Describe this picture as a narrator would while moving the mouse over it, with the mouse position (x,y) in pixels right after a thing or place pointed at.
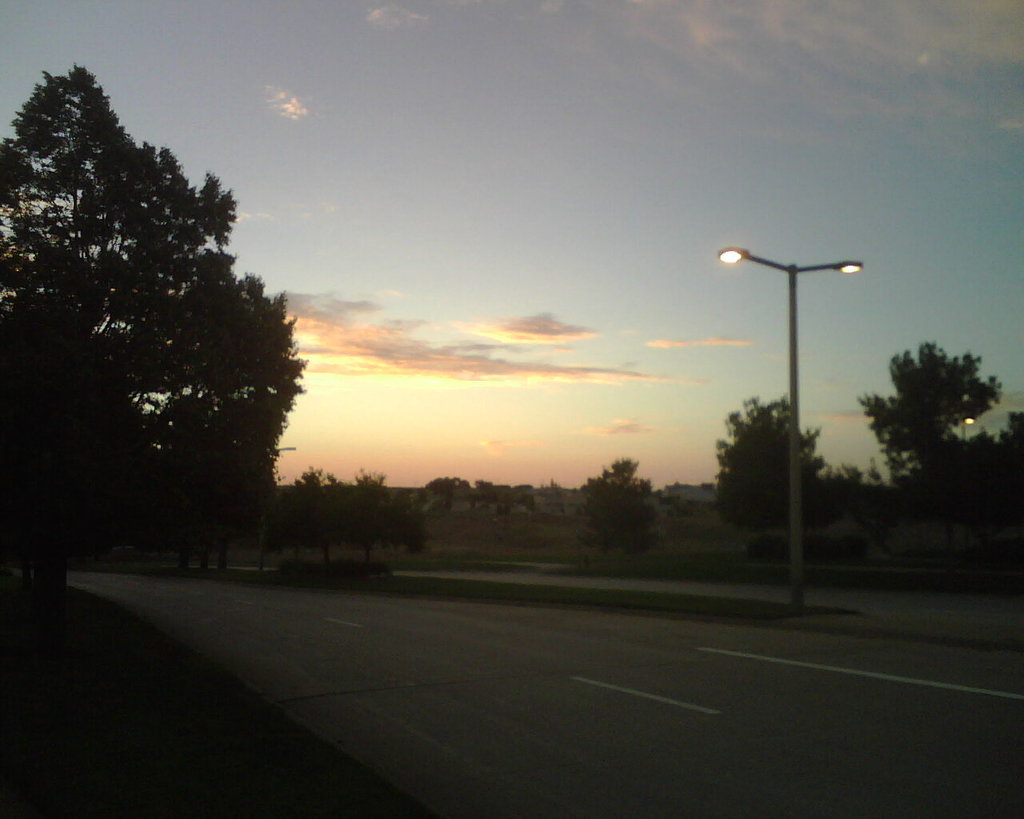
In this picture I can see the farmland (537,523), trees (530,501), plants (359,563) and grass (411,566). At the bottom (389,601) I can see the road (271,637). On the right (769,267) I can see some street lights (794,455). At the top (575,167) i can see the sky (507,196) and clouds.
